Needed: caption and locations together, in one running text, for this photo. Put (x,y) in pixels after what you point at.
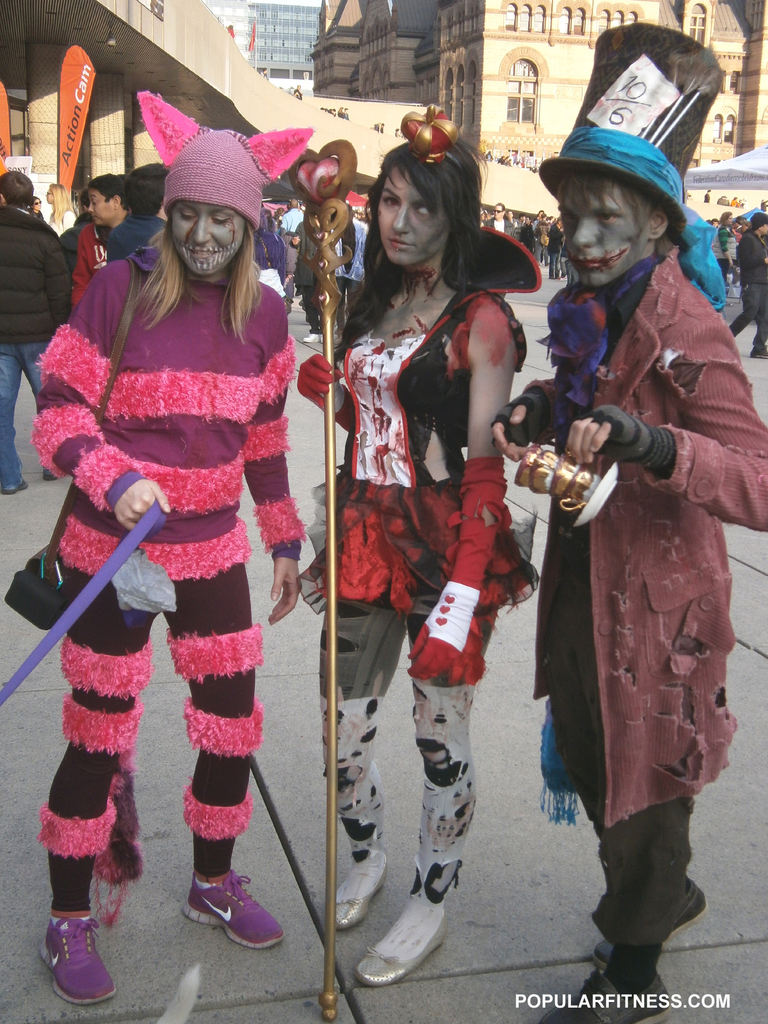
In the center of the image (437,345) we can see persons (428,490) standing on the floor (353,1014). In the background (48,105) we can see buildings (526,38), persons (3,233) and road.
